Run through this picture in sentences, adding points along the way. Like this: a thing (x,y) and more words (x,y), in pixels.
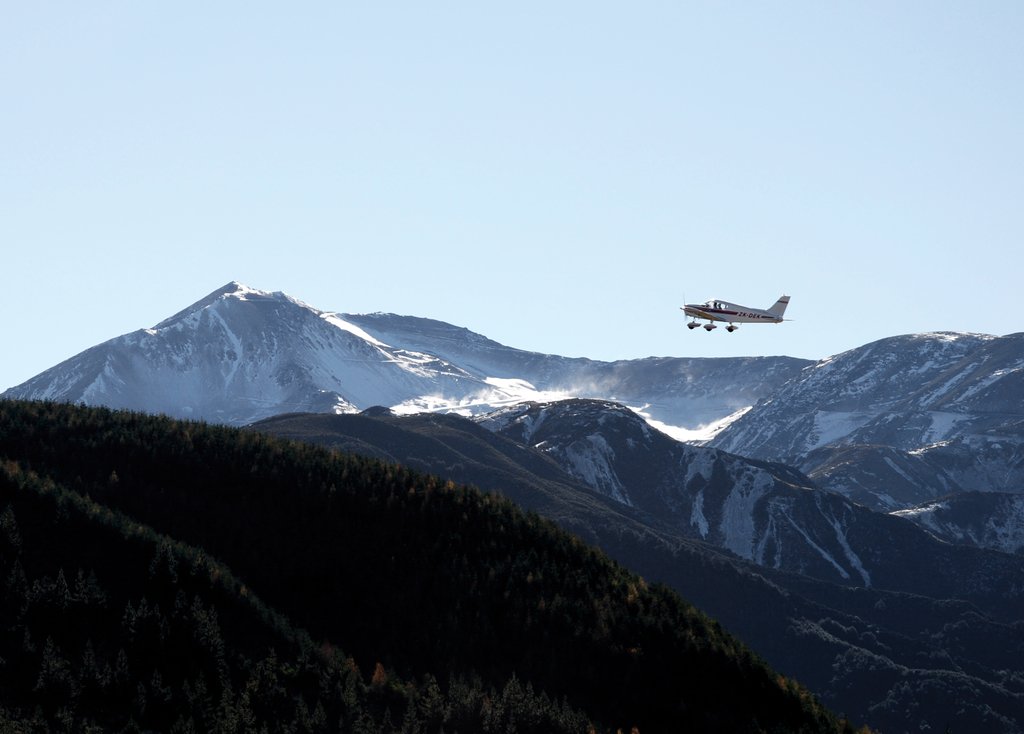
As we can see in the image there are hills (364,384), trees (312,655), plane (731,311) and at the top (435,162) there is sky (435,162).
